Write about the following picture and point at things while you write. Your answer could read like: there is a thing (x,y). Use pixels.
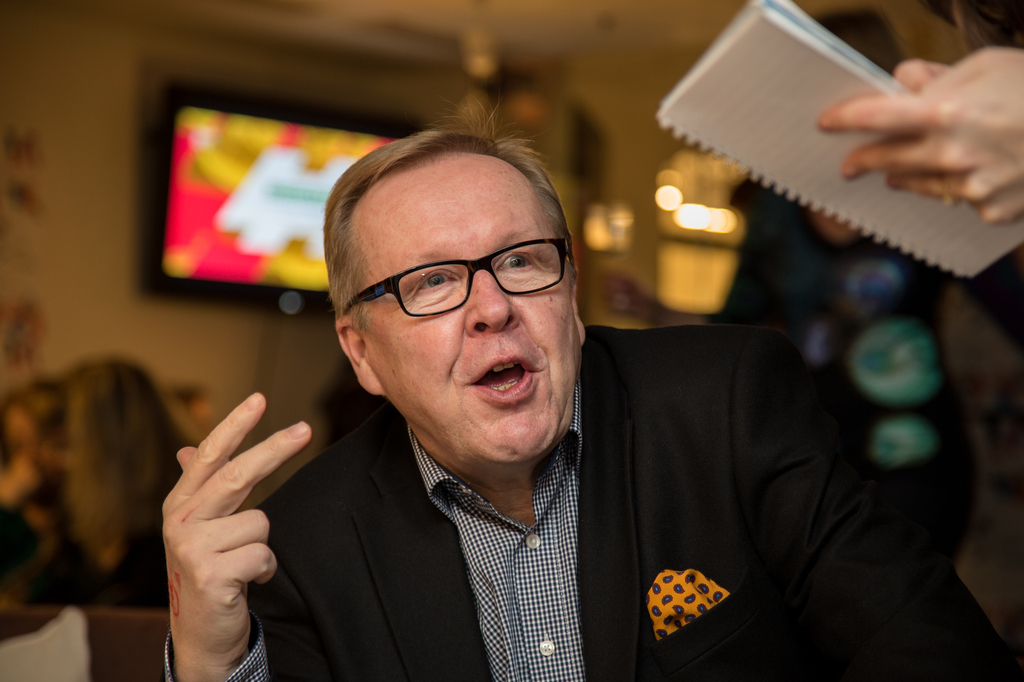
In the picture there is a man (660,532), he is wearing a black blazer (622,558) and spectacles (428,312) and a checkered shirt (511,549). He is speaking something and in front of the man (729,350) there is some other person (936,152) who is standing and writing something on the book (754,130) and the background (638,154) is blurry.
